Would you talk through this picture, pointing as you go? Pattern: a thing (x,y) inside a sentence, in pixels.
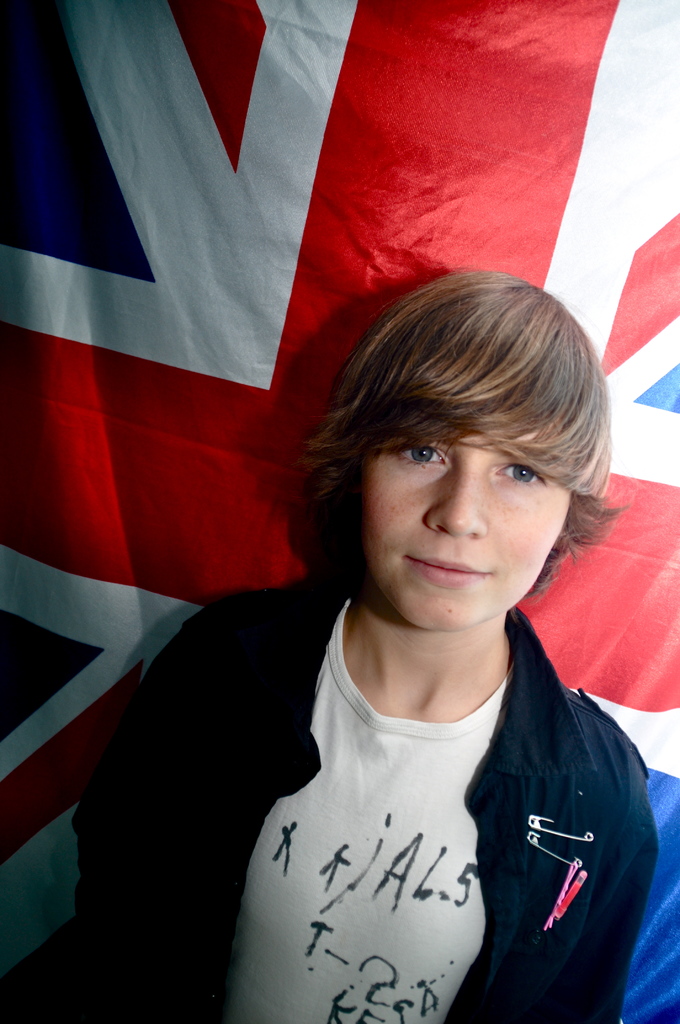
In this picture we can see a boy (198,619) standing in front of a flag (581,270) and looking at someone.
